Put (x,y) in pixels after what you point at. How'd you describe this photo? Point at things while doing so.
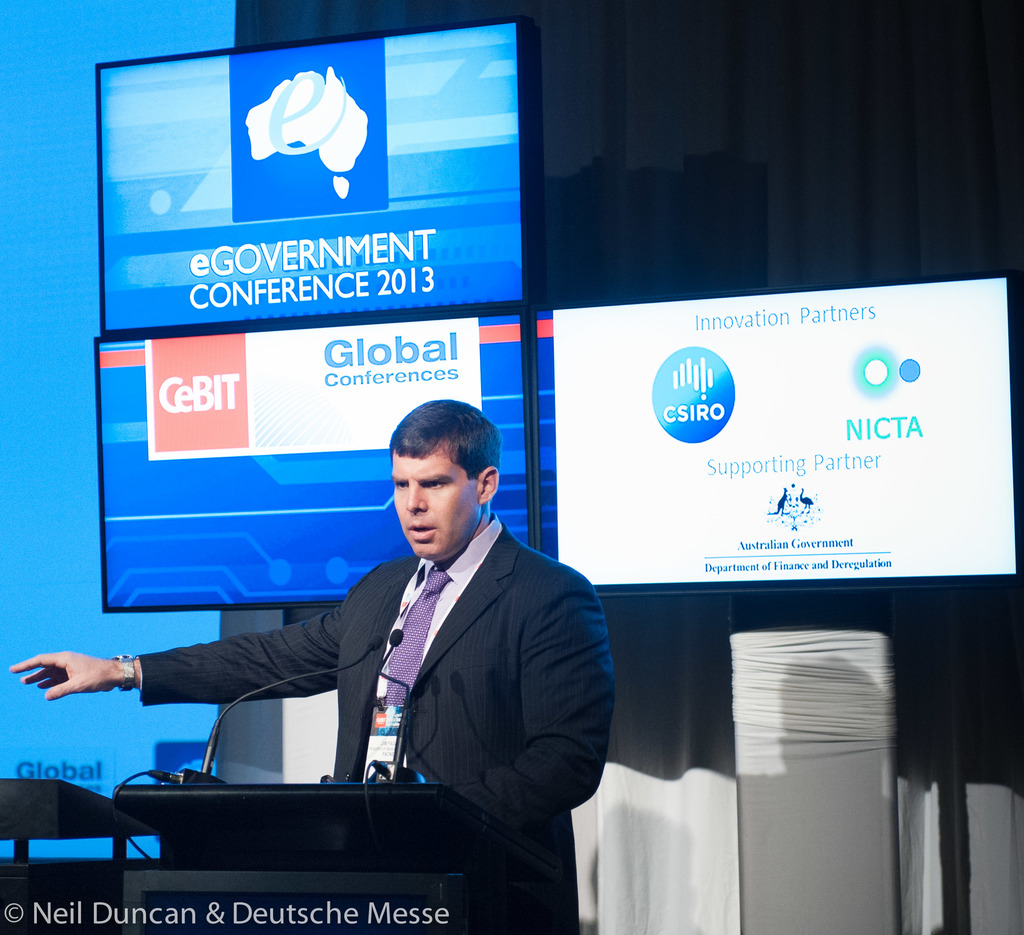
In this image I can see a person (500,667) standing facing towards the left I can see a table (354,816) before him with mics (344,667). I can see three screens (331,371) behind him. In the left bottom corner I can see some text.
